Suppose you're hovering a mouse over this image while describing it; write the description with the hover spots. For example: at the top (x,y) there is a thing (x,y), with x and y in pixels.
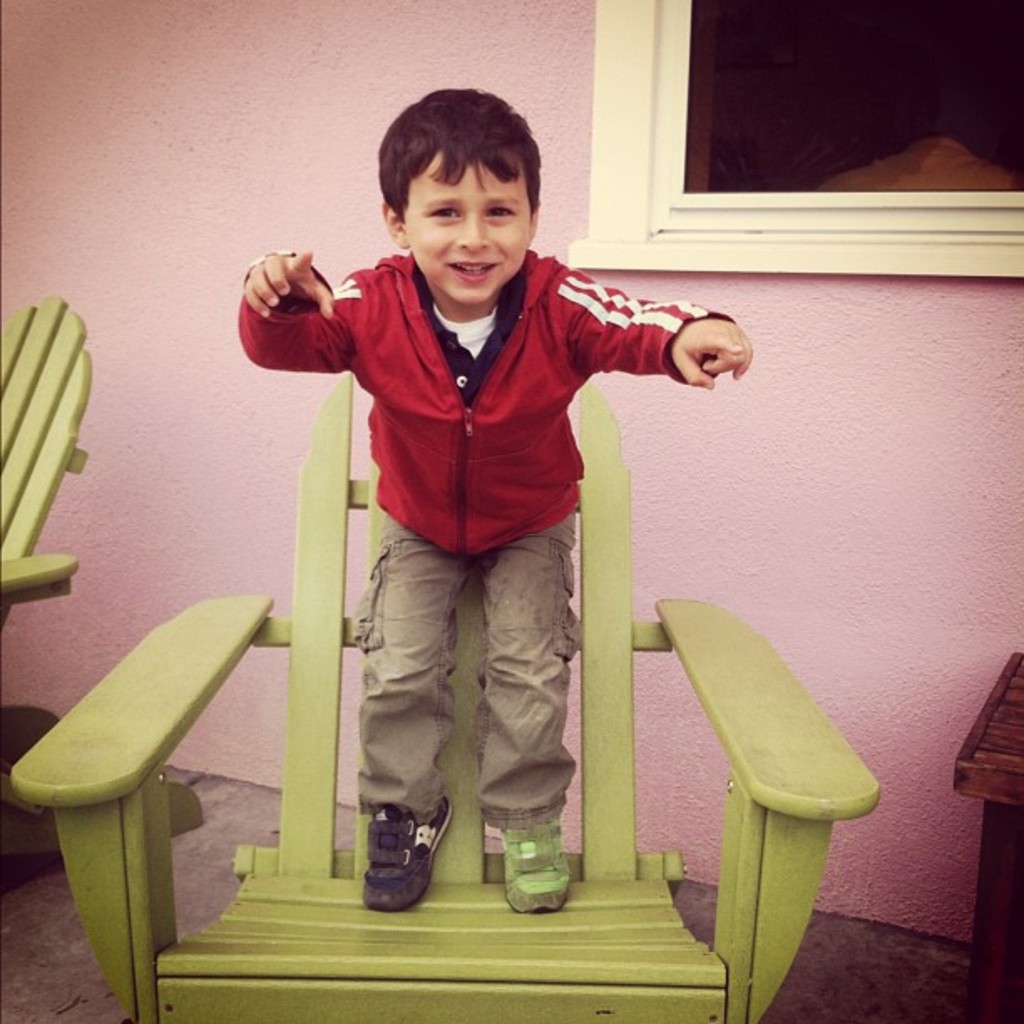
In this image In the middle (494,348) there is a boy (373,594) he is standing on the chair (314,770) he is smiling he wears red jacket (504,464), trouser (526,631) and shoes (508,875). In the background (596,191) there is a chair (44,399), table (973,794), wall (907,552) and window (799,201).
